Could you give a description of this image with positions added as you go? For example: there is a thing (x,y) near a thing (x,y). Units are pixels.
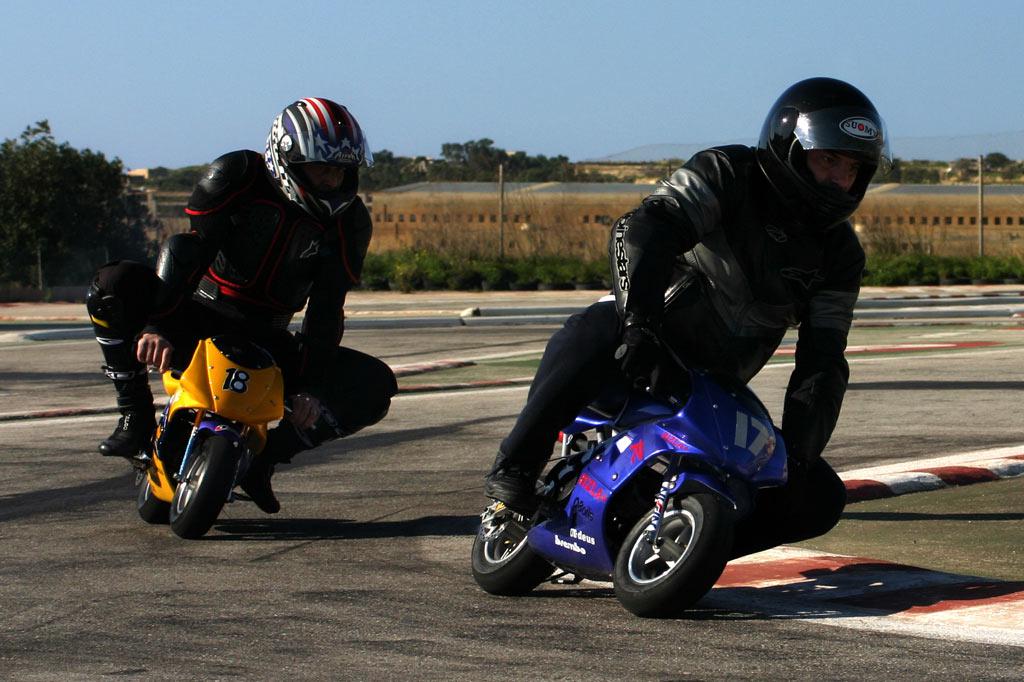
In the foreground of this image (704,286), there are two men (291,284) wearing black jackets (723,258) and riding small bikes (676,461) on the road (378,594). In the background (88,208), there are trees (429,175), poles (499,204), shed (512,196), plants (940,272) and the sky (465,47).
